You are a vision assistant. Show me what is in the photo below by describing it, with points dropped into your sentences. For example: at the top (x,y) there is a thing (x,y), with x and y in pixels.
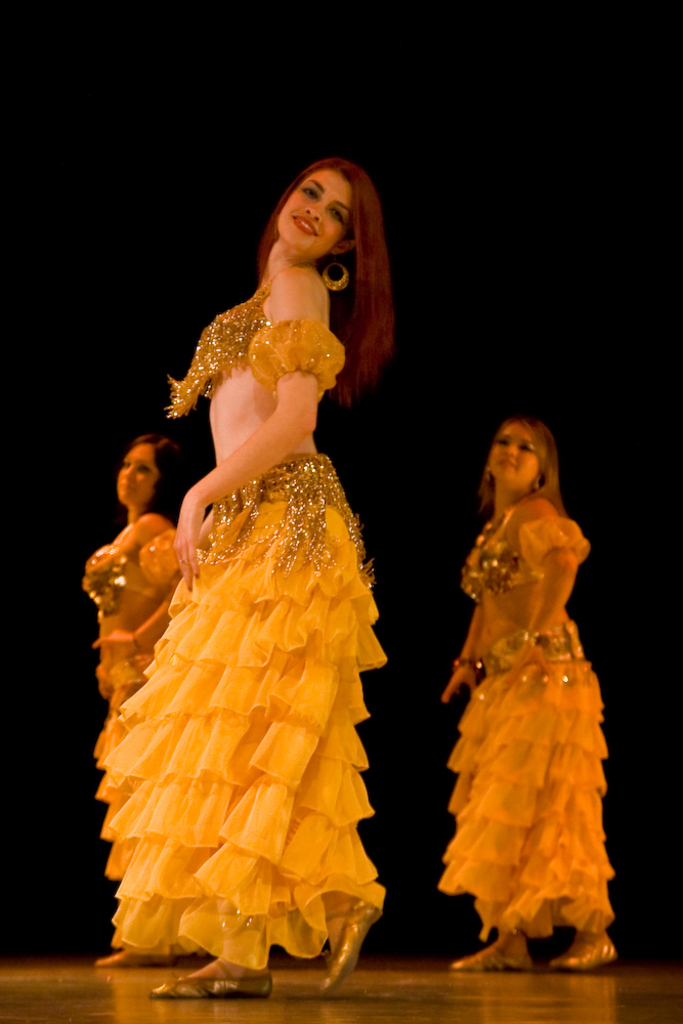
In this image we can see three persons (250,733) dancing on the floor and the background (413,429) it is dark.
